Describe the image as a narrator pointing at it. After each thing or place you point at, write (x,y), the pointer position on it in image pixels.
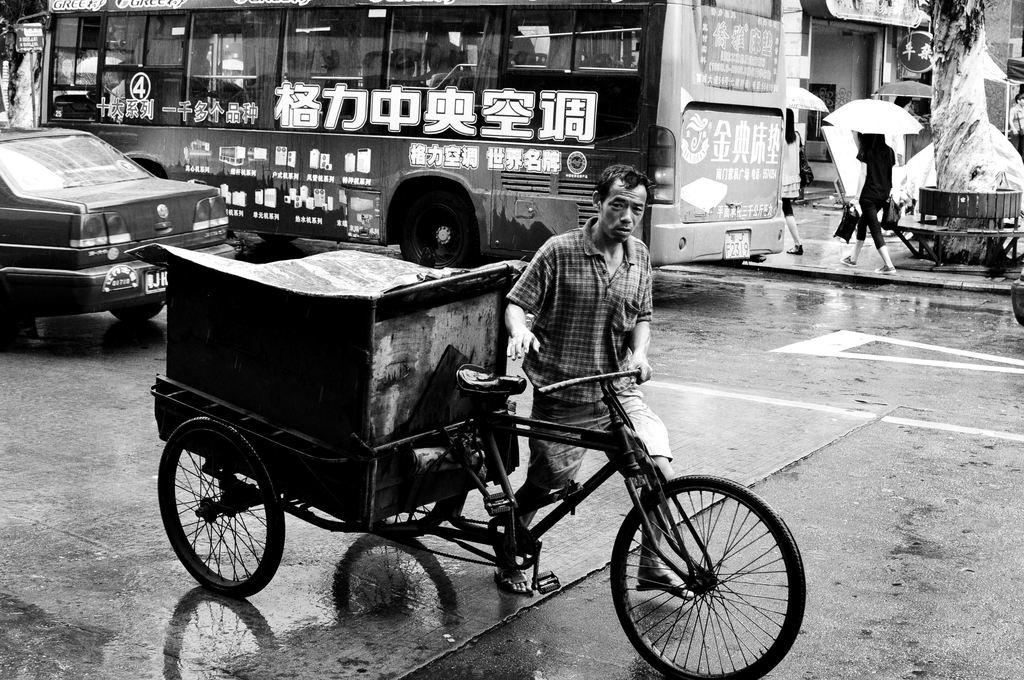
In this image we can see a person (570,325) pulling a vehicle (500,437). Behind the person (561,399) we can see a car (108,237) and a bus (262,225). On the bus (417,155) we can see some text (519,152). On the right side (926,131), we can see a tree (970,247), building (809,130) and persons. The persons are carrying umbrellas (869,98).
